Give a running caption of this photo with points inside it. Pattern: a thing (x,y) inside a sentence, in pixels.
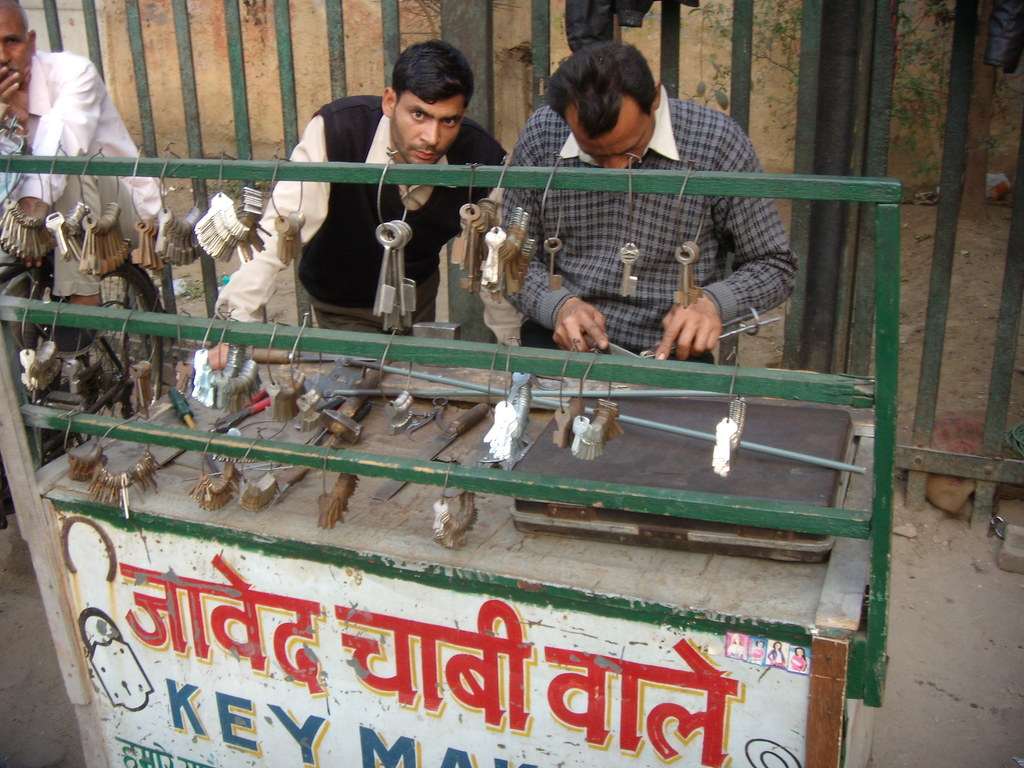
In this image we can see three persons (428,159). One person (655,324) is holding tools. There is a table (420,512) with poles (571,482). There are keys (234,216) hung. On the table (563,556) there are tools (440,435) and suitcase (577,509). In the back (878,96) there is a fencing (541,20). Also there is a wall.
